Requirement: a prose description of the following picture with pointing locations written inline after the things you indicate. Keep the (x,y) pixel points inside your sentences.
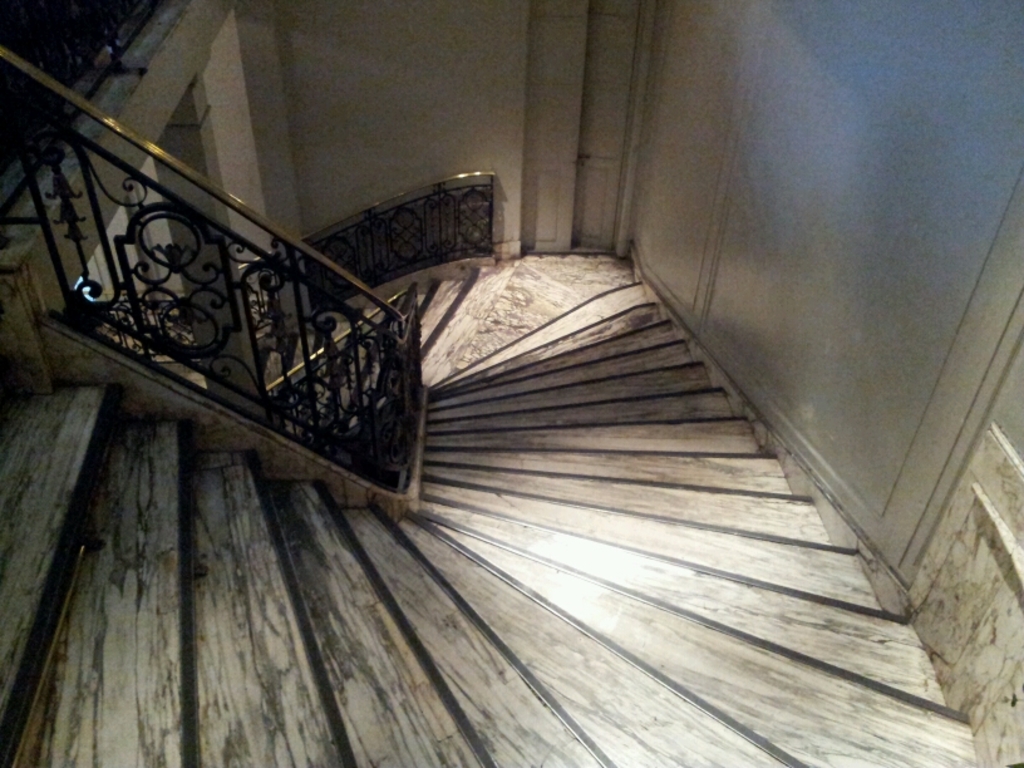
This is an inside view of a building (141,515). In this picture we can see a few stairs (467,569). We can see the railings (382,269). A wall (717,130) is visible on the right side of the image (750,126).
